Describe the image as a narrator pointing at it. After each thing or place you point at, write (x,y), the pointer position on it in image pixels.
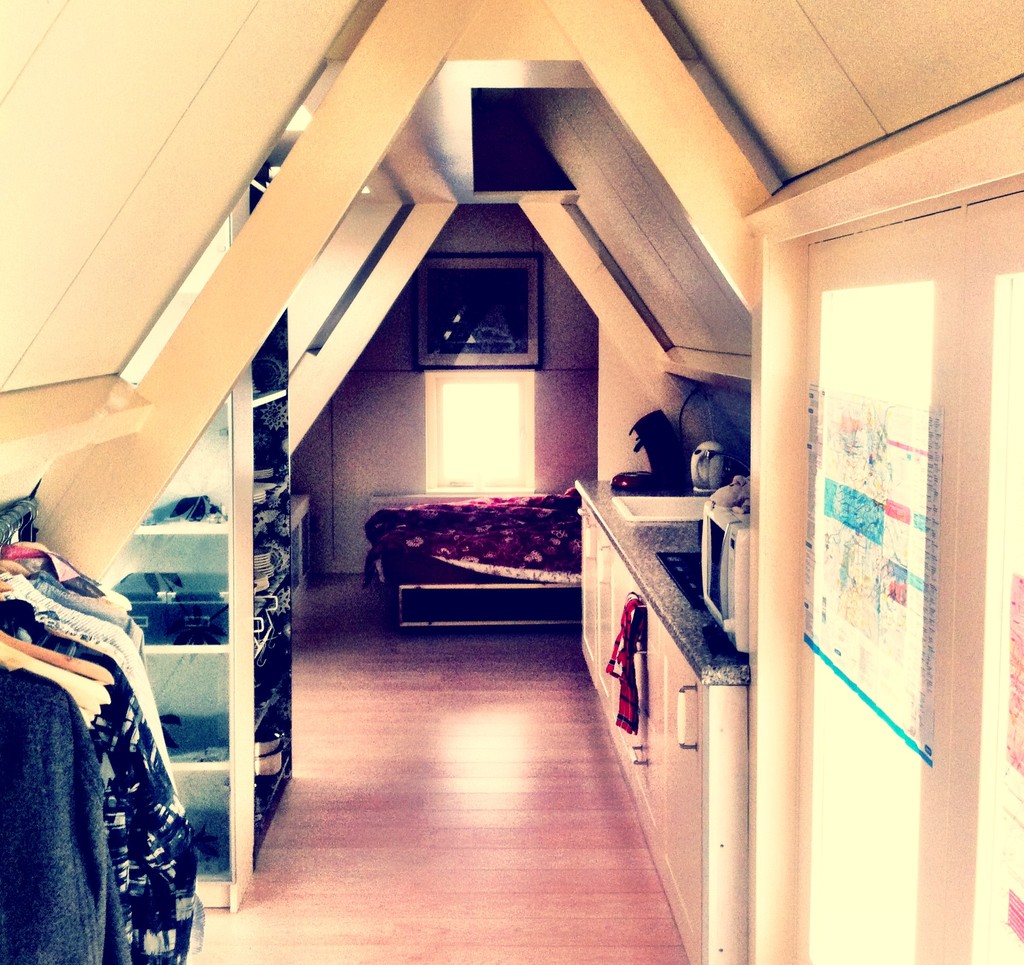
Here we can see a bed (482,556) which is on the top center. This is looking like a sink (696,508) and these are clothes (135,788).
